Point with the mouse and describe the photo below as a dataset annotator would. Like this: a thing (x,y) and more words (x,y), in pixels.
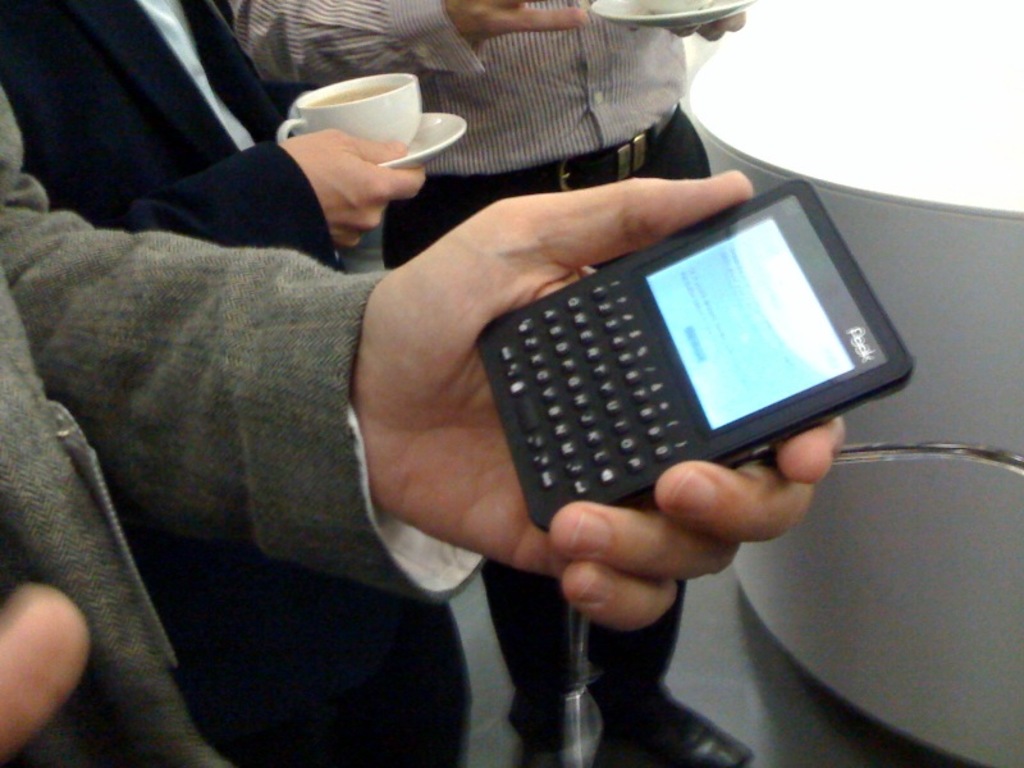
There are three persons (440,269) in this image. The man (597,142) standing at the right side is holding a cup (668,8) in his hand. In the center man (172,133) wearing a black colour suit (198,142) is holding a tea cup (383,126) and saucer (428,141) in his hand (372,171). At the left side (336,365) the man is holding a mobile (692,389) in his hand (482,451). At the right side (945,317) there is a white colour table (918,231).
